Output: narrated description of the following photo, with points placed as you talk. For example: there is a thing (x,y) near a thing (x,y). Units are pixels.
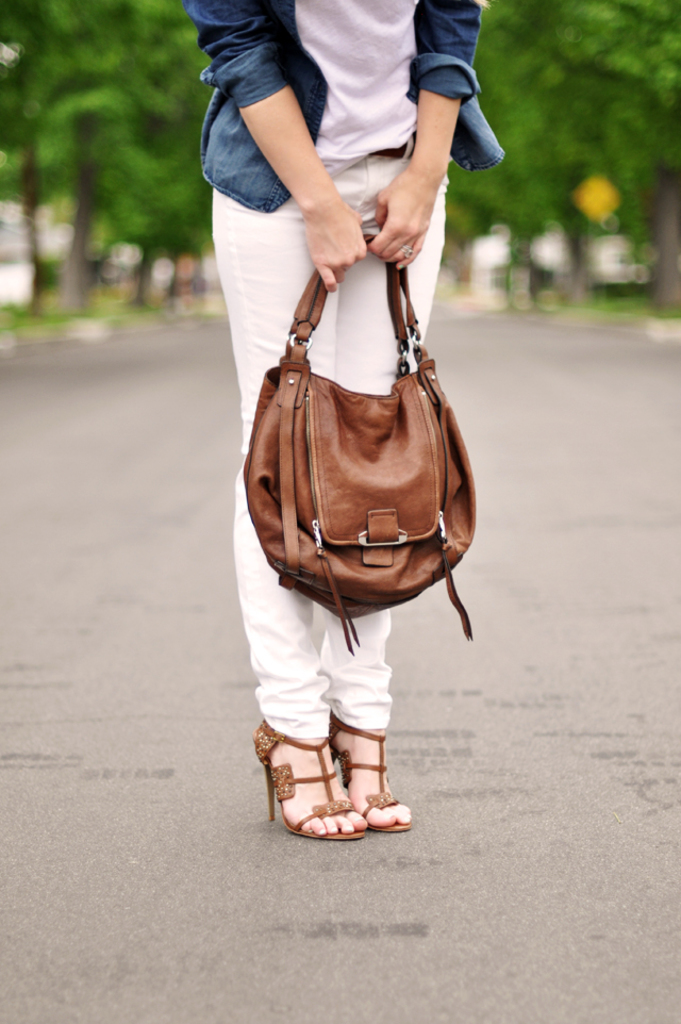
As we can see in the image there are trees (589,174) and a woman (346,55) holding handbag (331,493).
